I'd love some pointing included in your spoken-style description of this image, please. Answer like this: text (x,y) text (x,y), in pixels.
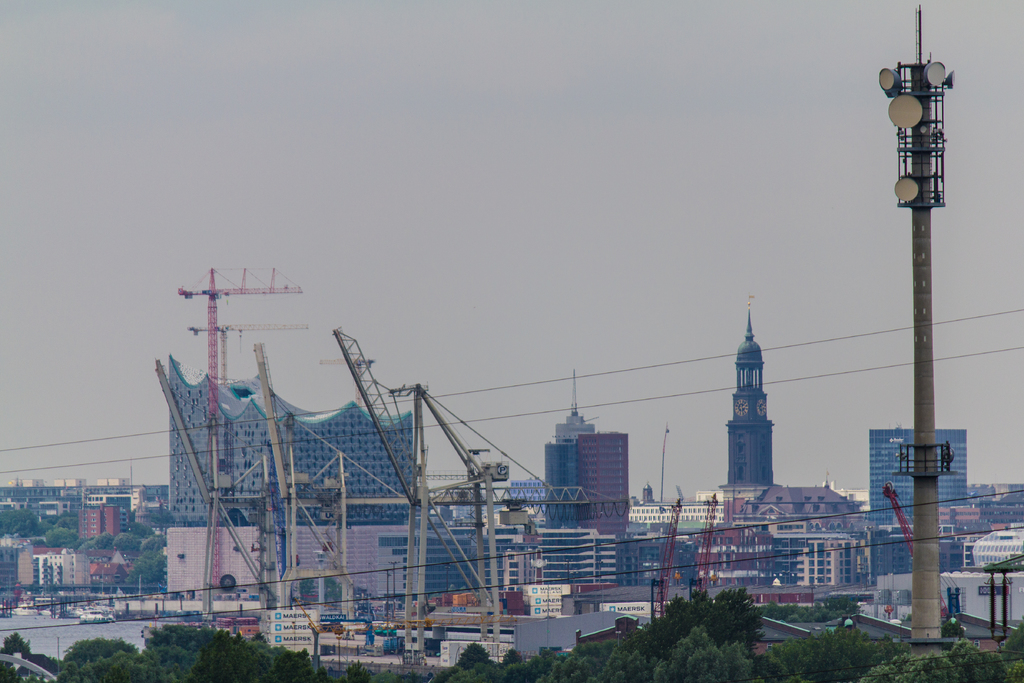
In this image there are so many buildings (197,406) one beside the other. In between the buildings (513,541) there are electric poles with the wires (473,419). On the right side (927,315) there is a signal tower (928,281). At the bottom (469,645) there are trees (617,662). In the middle (479,437) there are cranes (213,356).
